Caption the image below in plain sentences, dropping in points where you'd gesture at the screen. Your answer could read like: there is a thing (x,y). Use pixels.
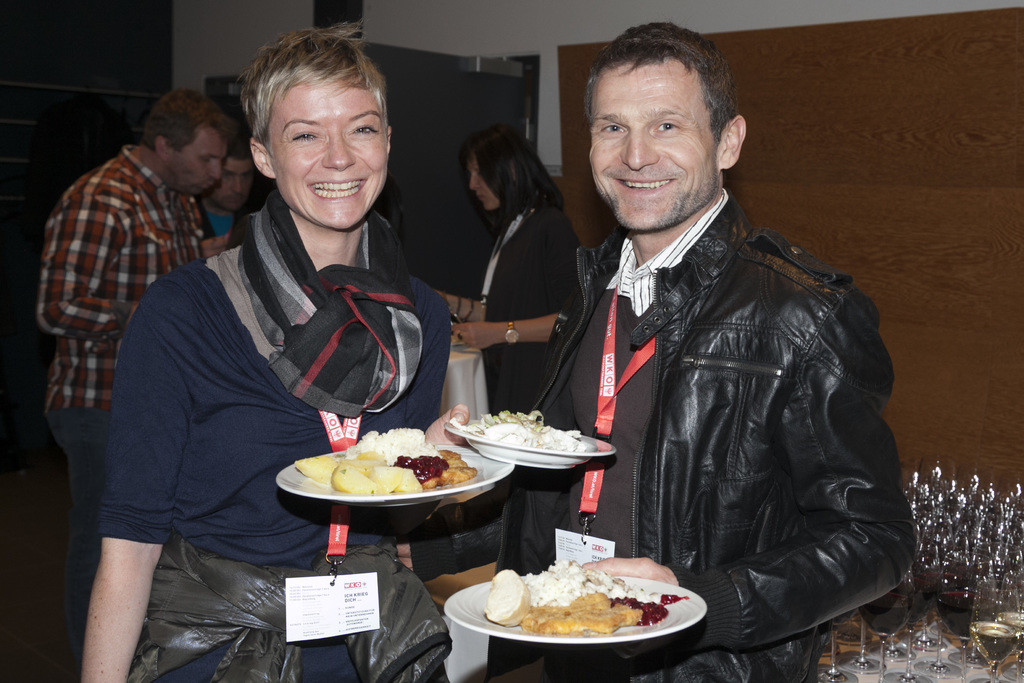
In this picture I can see there are two people (597,101) standing and holding plates (388,501) in their hands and there is food (387,483) placed in the plate (417,496) and in the backdrop (502,220) I can see there are some other people (519,220) standing here in the backdrop (233,181).
